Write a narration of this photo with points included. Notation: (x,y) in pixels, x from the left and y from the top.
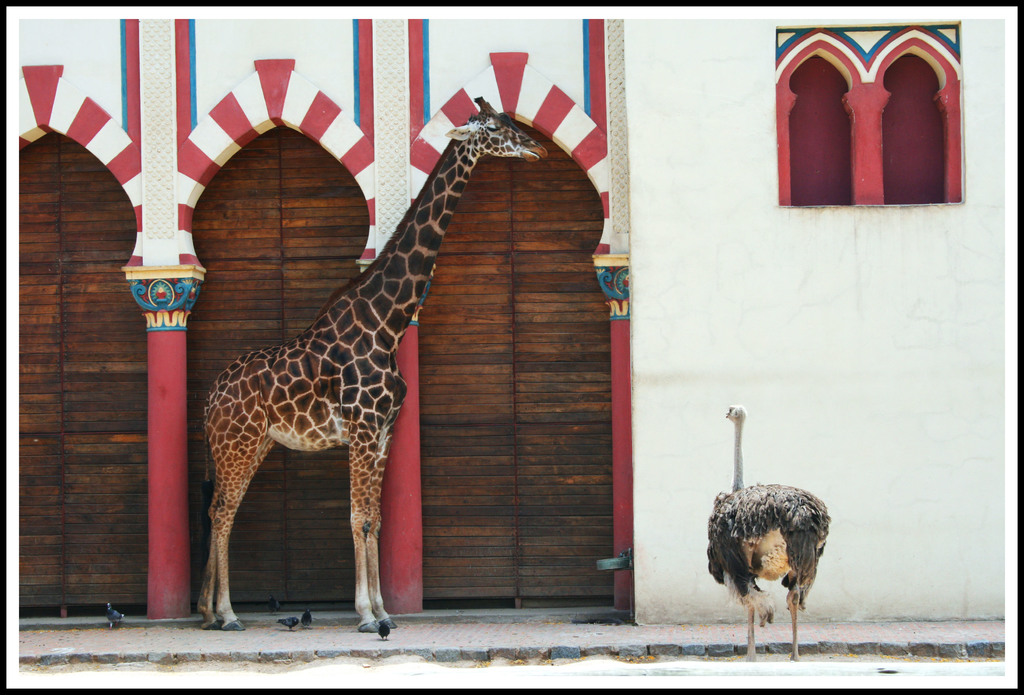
In this image, I can see a giraffe (327,404) and an ostrich (775,533) standing. This looks like a building (770,187). I think these are the wooden doors (438,527). I can see the small birds (114,617).
